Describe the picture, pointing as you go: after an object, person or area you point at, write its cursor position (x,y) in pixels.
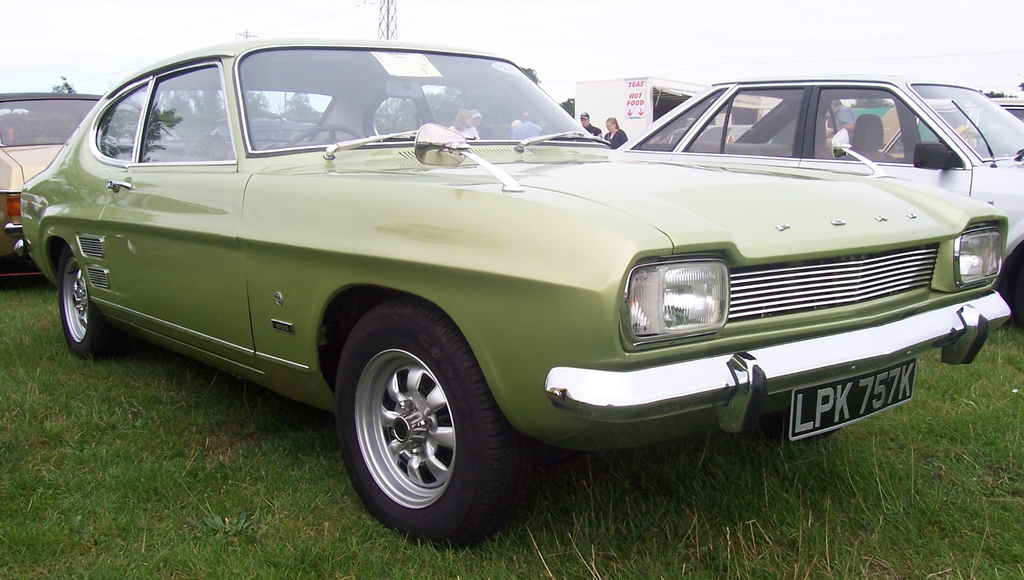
In this image I can see few vehicles (487,246). In front (566,269) the vehicle (524,275) is in green color. In the background (445,19) I can see few people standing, trees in green color, the tower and the sky (639,67) is in white color.
